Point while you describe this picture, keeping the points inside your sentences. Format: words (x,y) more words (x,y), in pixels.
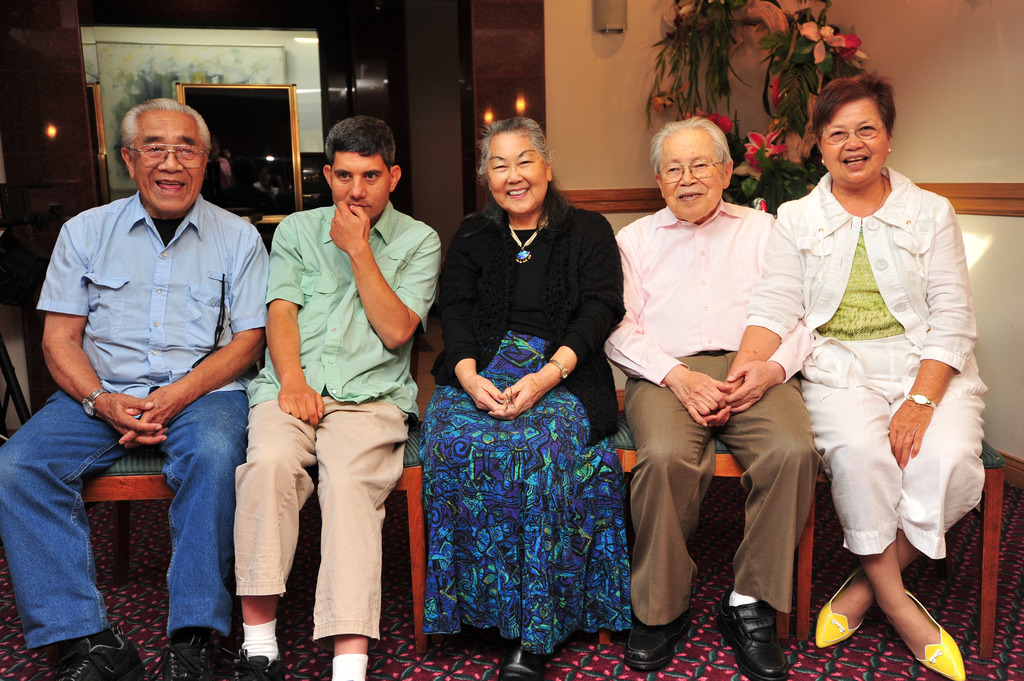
In this picture there are people (558,197) those who are sitting in the center of the image (509,280) and there are portraits (254,168) and flowers plant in the background area of the image (281,142).
